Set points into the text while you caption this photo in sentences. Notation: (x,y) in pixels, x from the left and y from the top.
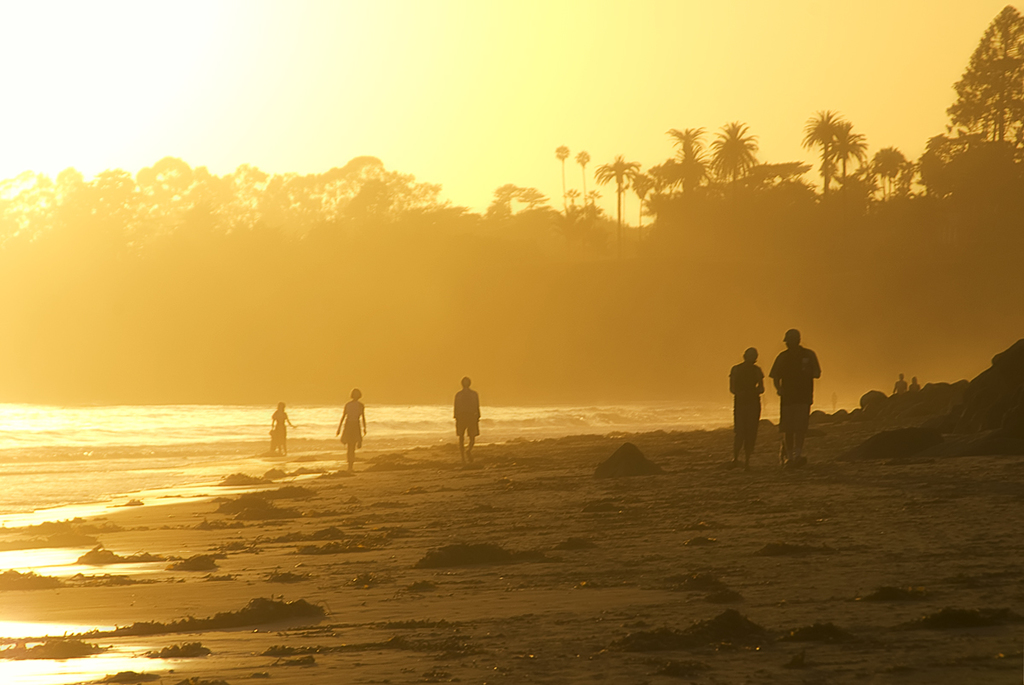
In this picture there are two persons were standing, beside them i can see the sand (668,484). On the left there is a woman (354,394) who is wearing dress (360,415) and she is walking on the beach (363,470). Beside her there is a man (477,420) who is wearing shirt (460,404) and short (470,421). Near to the water (299,435) there is another woman (276,417). In the background (355,272) i can see many trees (475,235). At the top (607,79) there is a sky (639,41). In the top left corner (33,26) there is a sun (22,30). On the left (109,486) there is an ocean (46,430).
